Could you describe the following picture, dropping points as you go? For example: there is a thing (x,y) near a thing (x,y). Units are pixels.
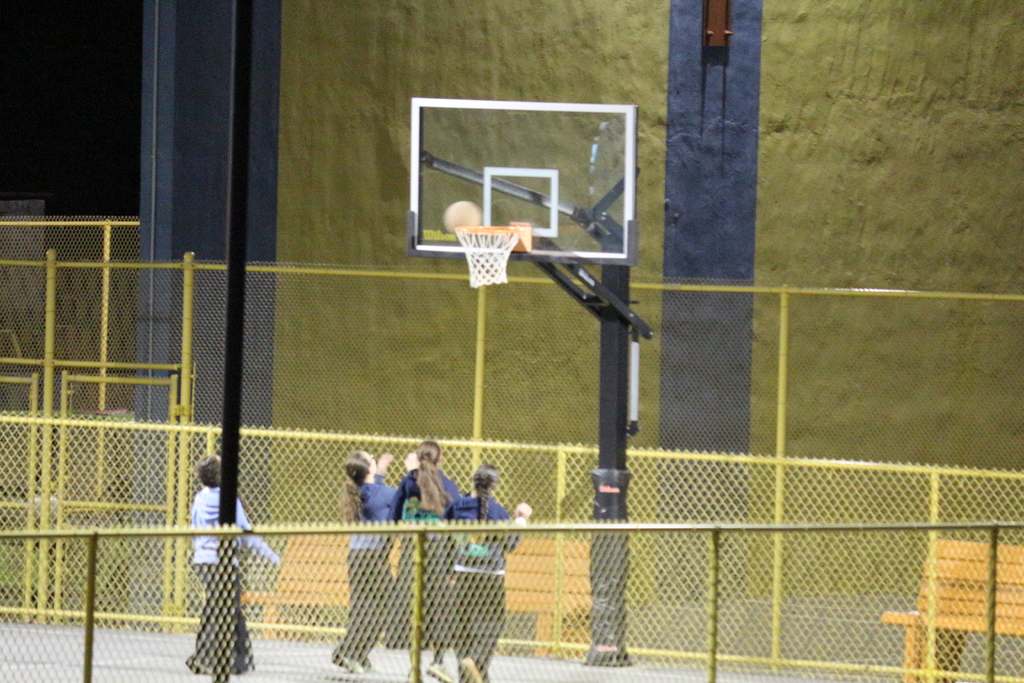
In this image I can see few people (442,599) standing. In front I can see a net (497,248), ball (467,210) and stand (609,332). I can see a yellow color fencing (335,412) around.
